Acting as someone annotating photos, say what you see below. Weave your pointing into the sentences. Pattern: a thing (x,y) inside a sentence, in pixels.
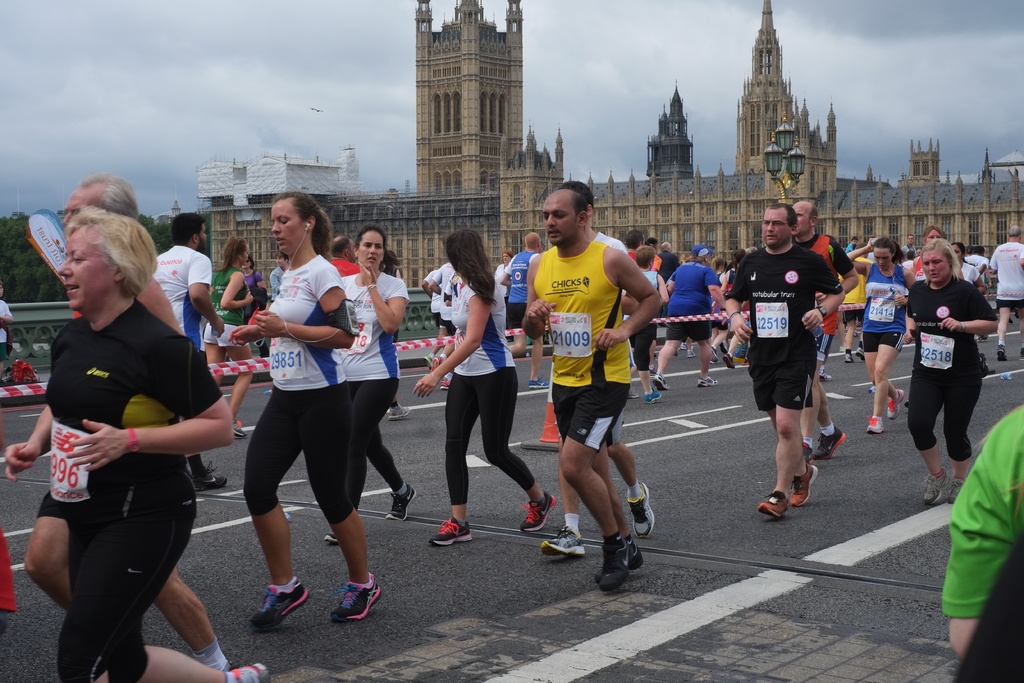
In this image I can see group of people (649,363) running. In front (302,382) the person (344,330) is wearing white and black color dress (278,313). In the background (344,210) I can see the building (482,195) in cream color, few trees (20,240) in green color and the sky (202,67) is in white color.
